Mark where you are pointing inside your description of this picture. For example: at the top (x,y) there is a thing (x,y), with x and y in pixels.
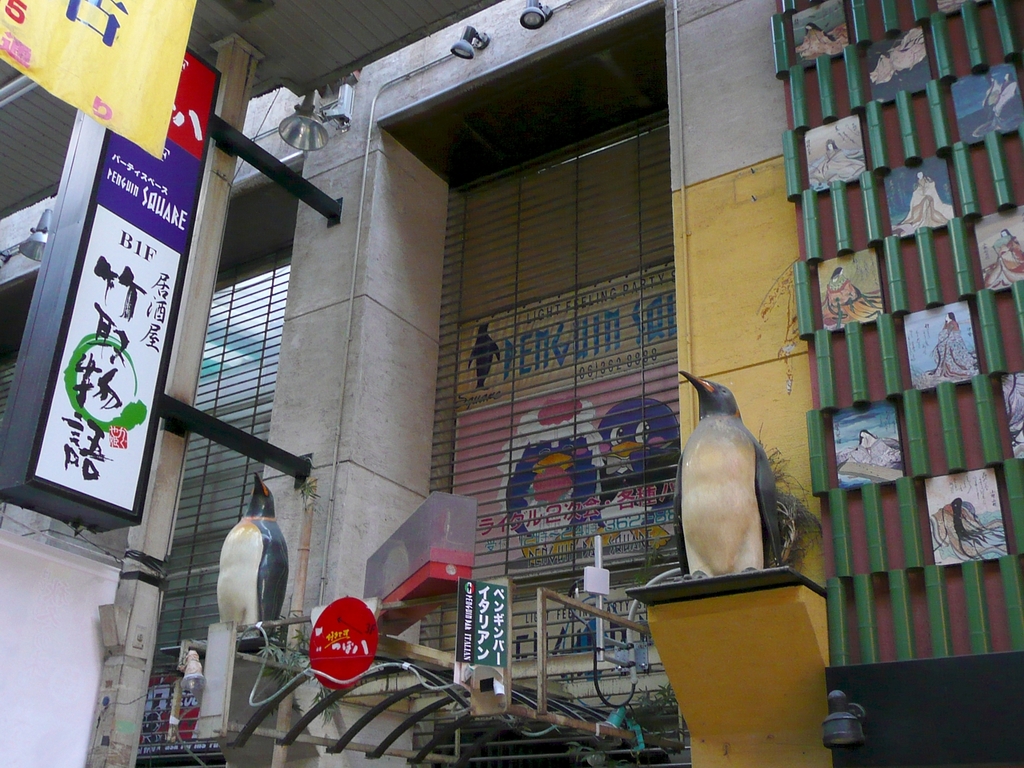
This image is taken outdoors. On the left side of the image (133,20) there are two boards (178,241) with text (7,51) on them. In the background (509,268) there is a building (578,352) with walls (923,484), picture frames (973,543), a shutter (587,322) and railing (581,724). There are two statues (275,570) of a penguin (256,520).
